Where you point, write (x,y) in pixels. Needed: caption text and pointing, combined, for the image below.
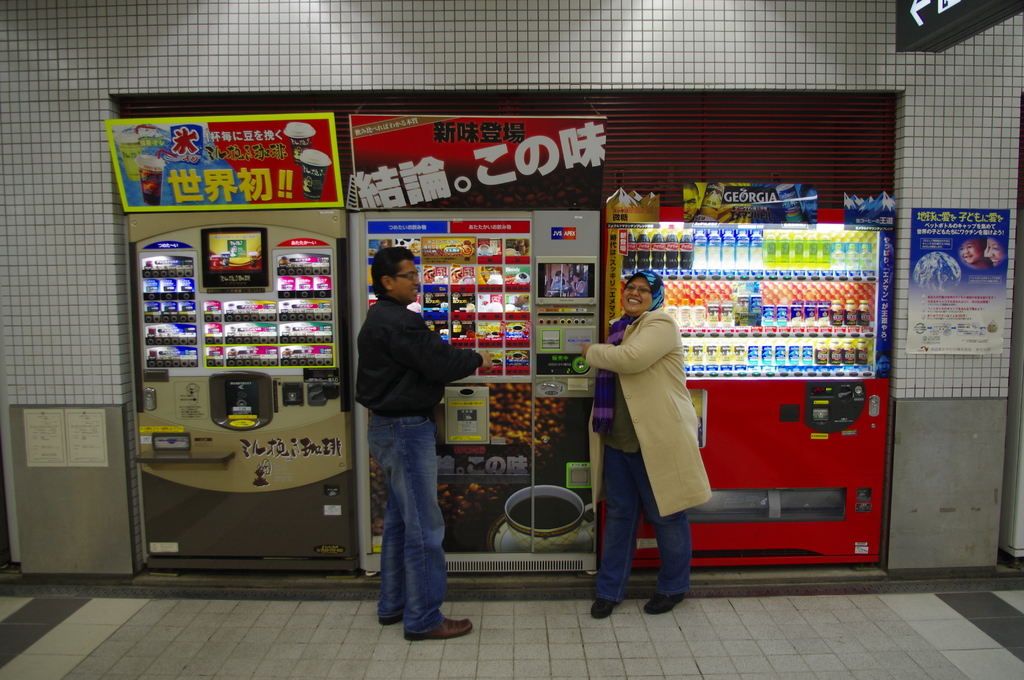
In the image we can see a man (417,385) and a woman (634,424). They are wearing clothes (399,396), shoes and spectacles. These are the food items (797,311), this is a machine (516,220), floor (841,642) and a poster (919,309).
